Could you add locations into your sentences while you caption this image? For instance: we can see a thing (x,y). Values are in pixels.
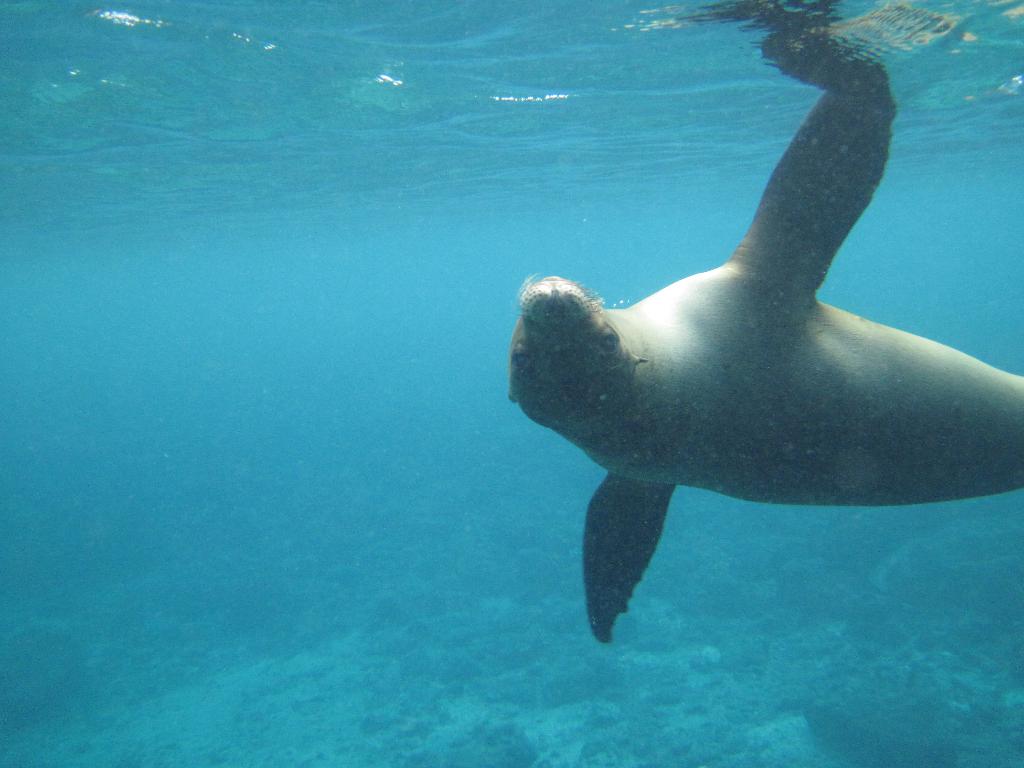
In this image there is a water animal (530,380) and water (400,347).
